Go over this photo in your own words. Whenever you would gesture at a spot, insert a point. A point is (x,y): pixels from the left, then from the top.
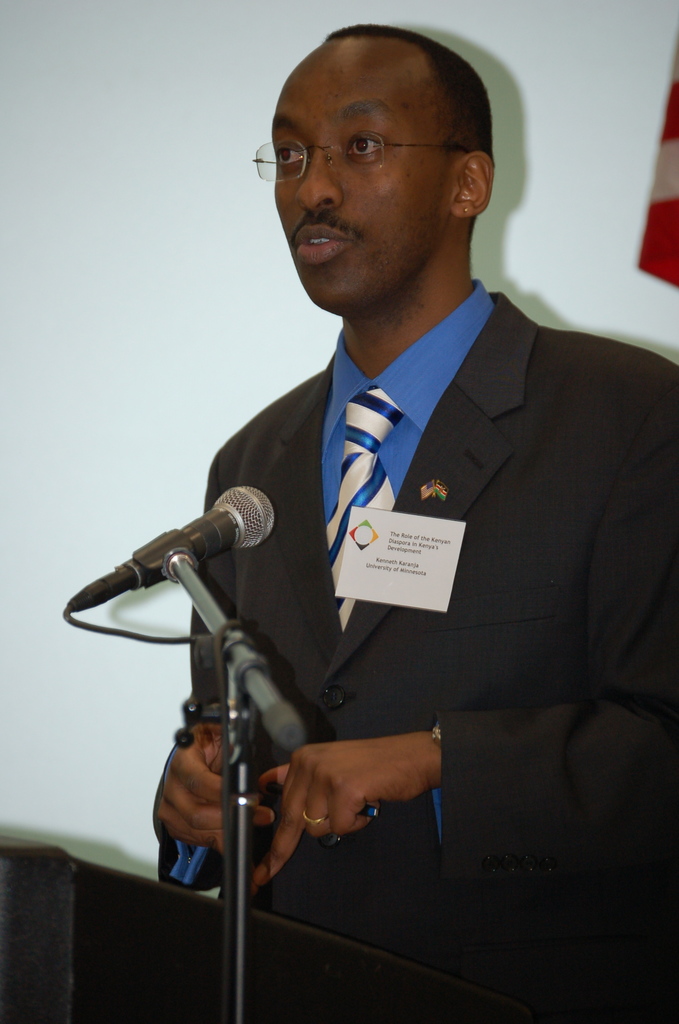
In this image I can see a man (467,471) is standing. The man (457,583) is wearing a tie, a shirt (383,462) and a coat (552,679). Here I can see a microphone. In the background (135,296) I can see a wall (135,271).
